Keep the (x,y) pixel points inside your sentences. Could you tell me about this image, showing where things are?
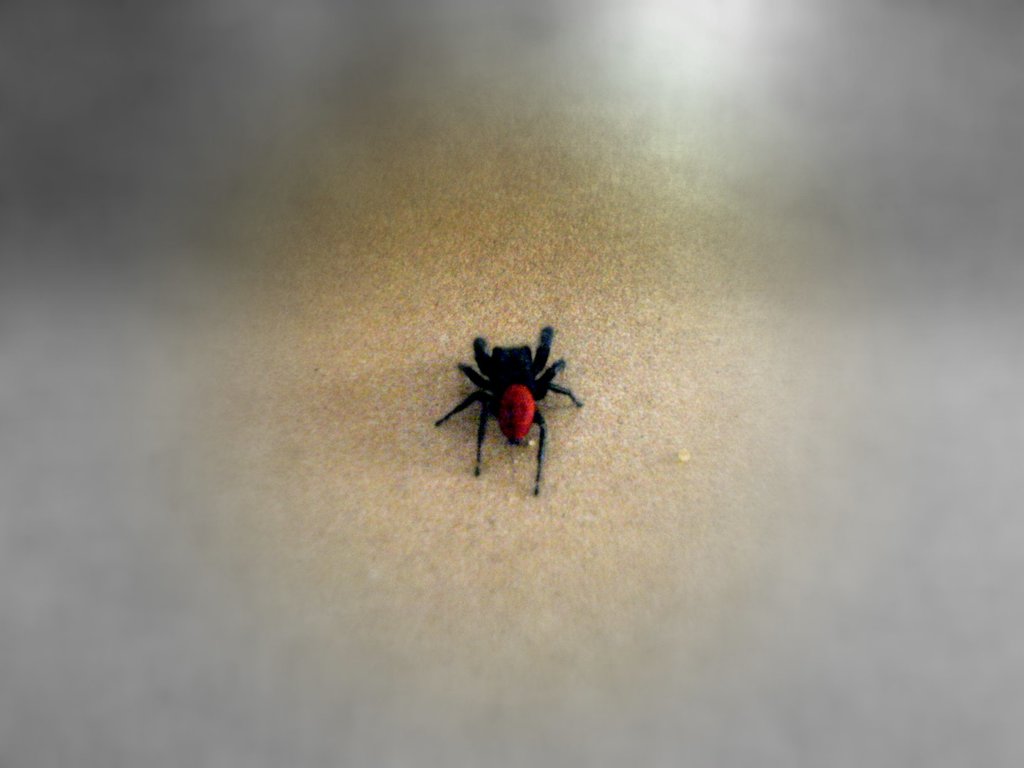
This picture shows a spider (481,351). It is black and red in color on the wood (389,370).
